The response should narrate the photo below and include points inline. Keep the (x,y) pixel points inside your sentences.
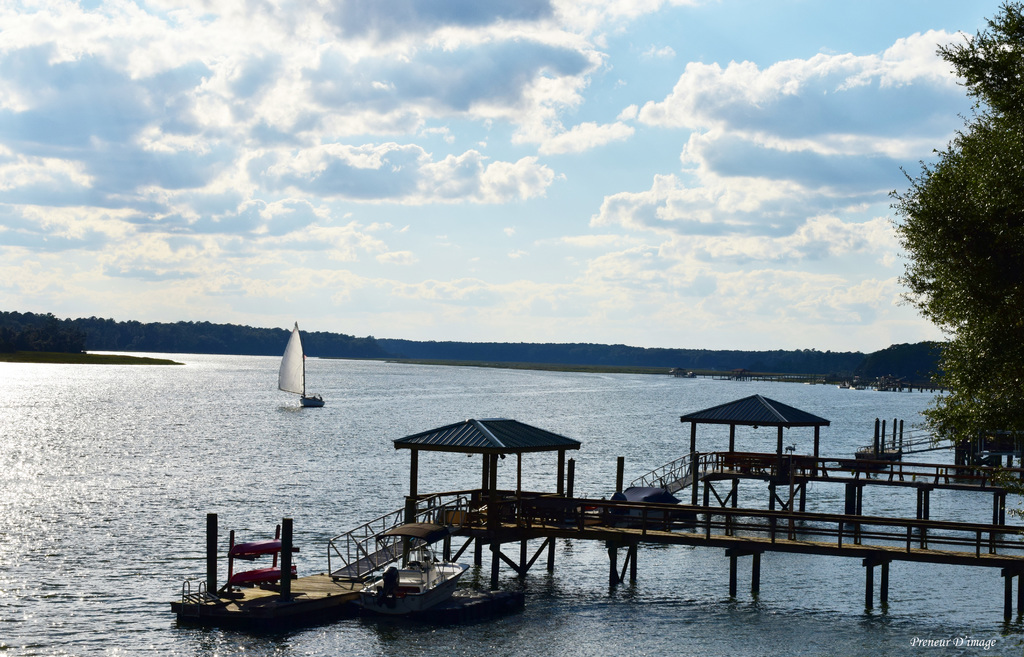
In this image at the bottom (557,536), there are boats (398,574), bridges (769,542). On the right (989,350) there are trees (988,280). At the bottom (788,566) there are waves (391,623), water (186,632), text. In the middle (539,320) there are hills (61,339), boat (293,360), sky (372,293) and clouds (270,194).
